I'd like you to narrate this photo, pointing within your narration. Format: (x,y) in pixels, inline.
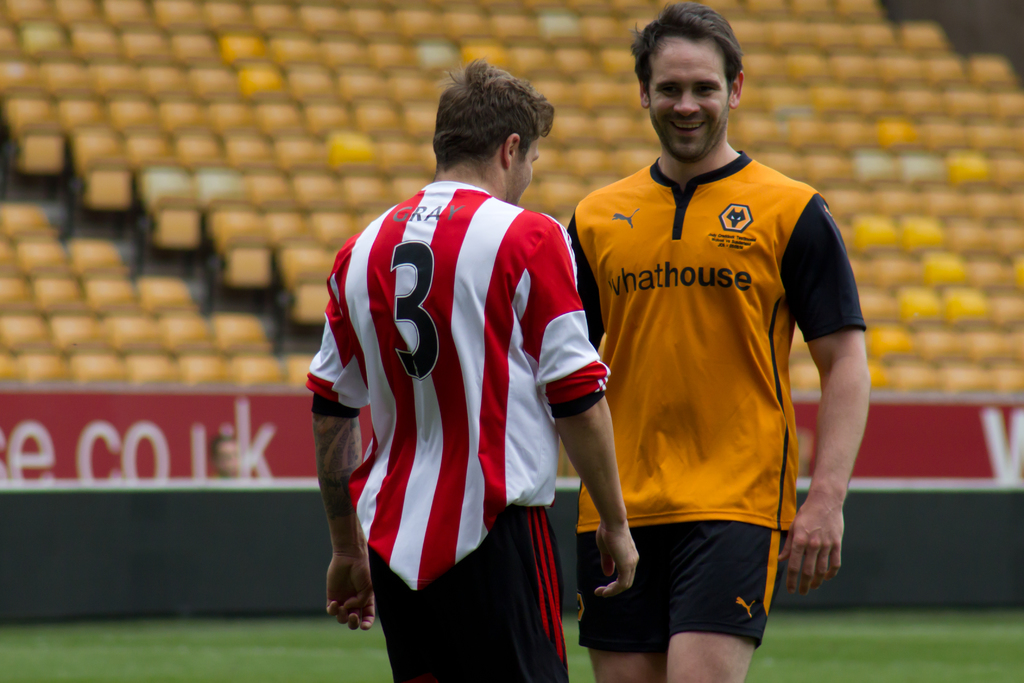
Here I can see two men (584,324) wearing t-shirts (700,389), shorts (683,536) and standing. The man (717,318) who is on the right side (722,354) is smiling. At the bottom (161,656) I can see the grass (220,654). In the background (139,459) there is a board (160,432) on which I can see some text (217,441). At the top (190,99) there are many empty chairs (288,151).
